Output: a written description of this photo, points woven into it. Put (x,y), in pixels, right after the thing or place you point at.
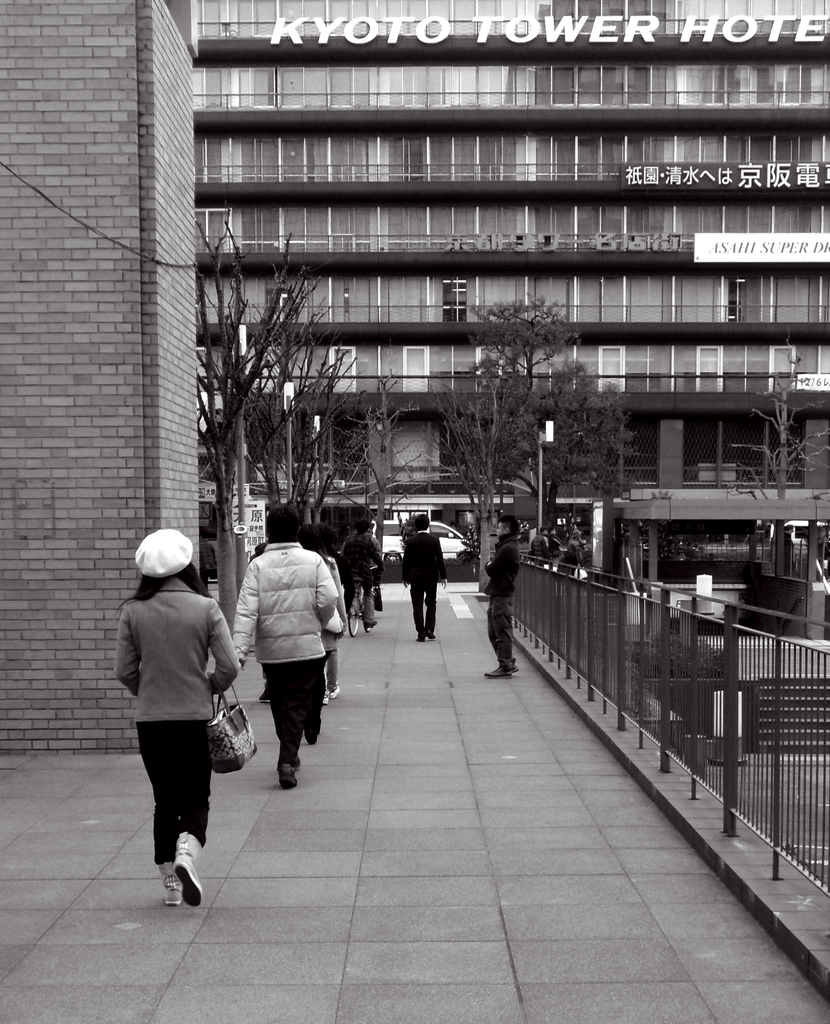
In this picture I can see there are some people (214,626) walking in the street (328,790) and there are some people (365,579) riding the bicycle (348,626) here on the street (347,668) and in the backdrop (765,314) I can see there is a building (442,257) here and there are glass windows (614,166) and on right side (782,730) there are stairs (807,734) and a fence (723,680).
